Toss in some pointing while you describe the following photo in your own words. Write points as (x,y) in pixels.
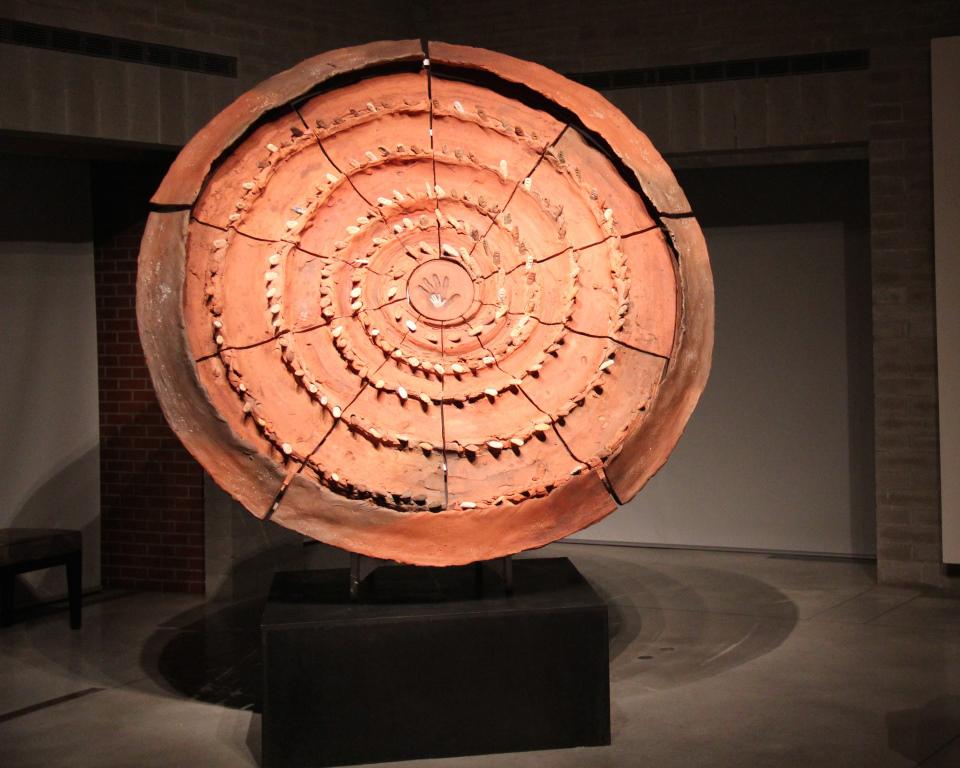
In this image we can see a artifact (461,426) placed on a pedestal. In the background (11,536) we can see a chair (47,533).
